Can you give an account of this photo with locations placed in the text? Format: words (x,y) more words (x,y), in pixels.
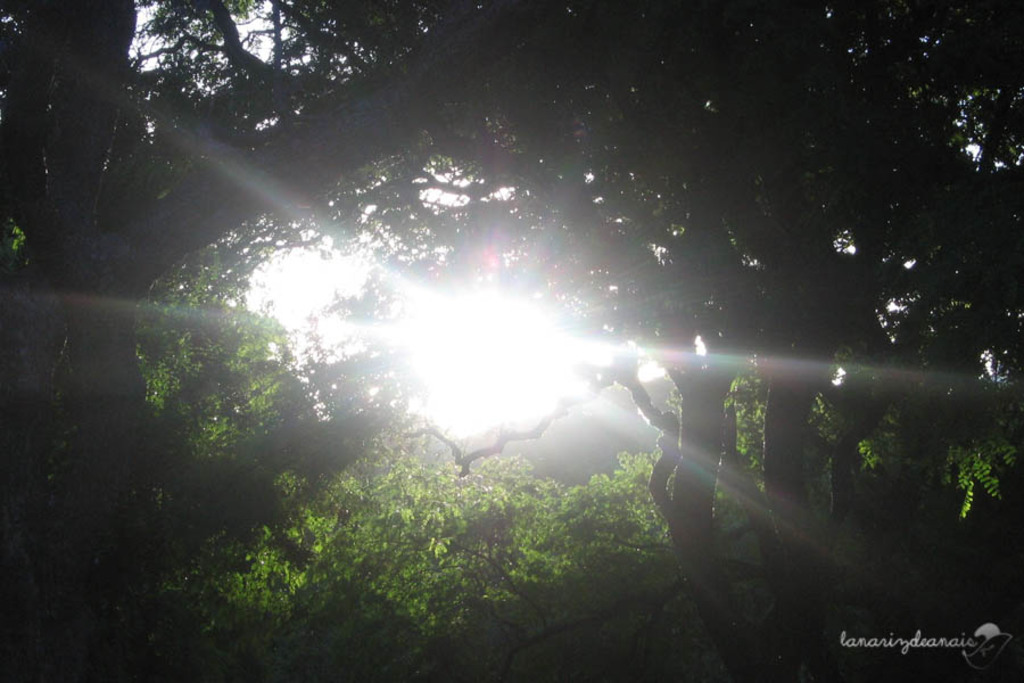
In this image I can see there are trees (782,310). In the middle (415,276) there is the sun (517,366), at the bottom (884,638) there is the water mark (897,636).
